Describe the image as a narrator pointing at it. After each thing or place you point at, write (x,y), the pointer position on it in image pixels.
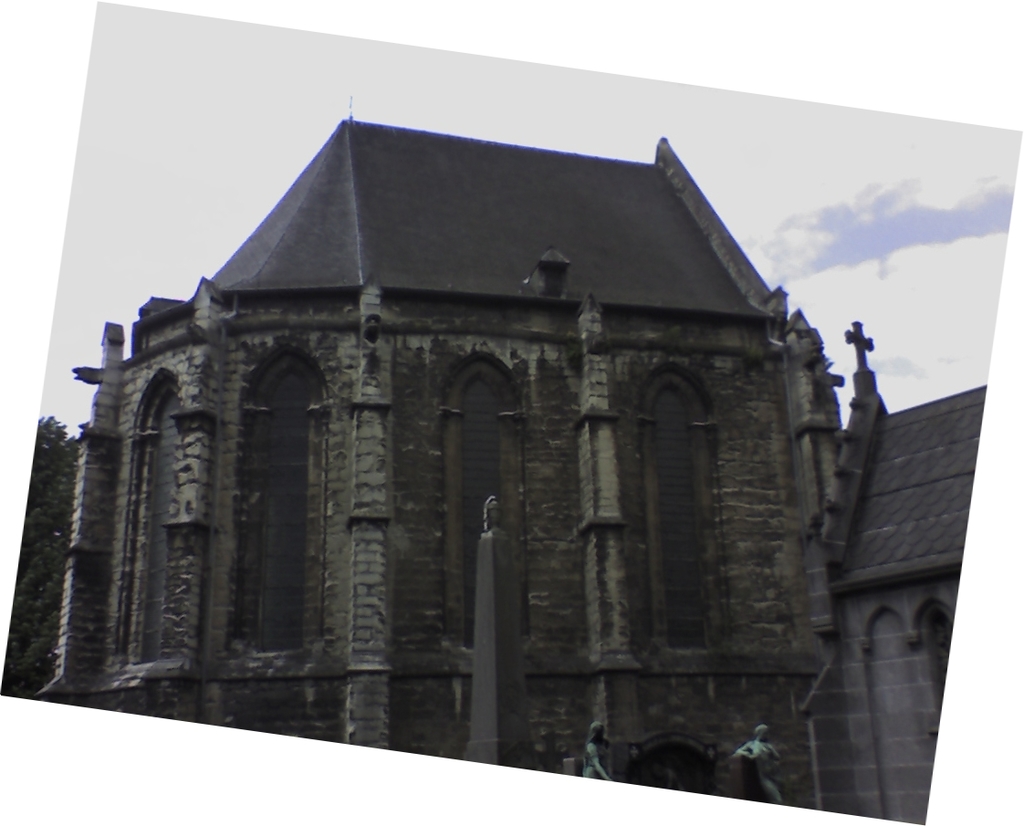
In this image we can see a building (545,586). There is a tree (54,540) at the left most of the image (31,525).
